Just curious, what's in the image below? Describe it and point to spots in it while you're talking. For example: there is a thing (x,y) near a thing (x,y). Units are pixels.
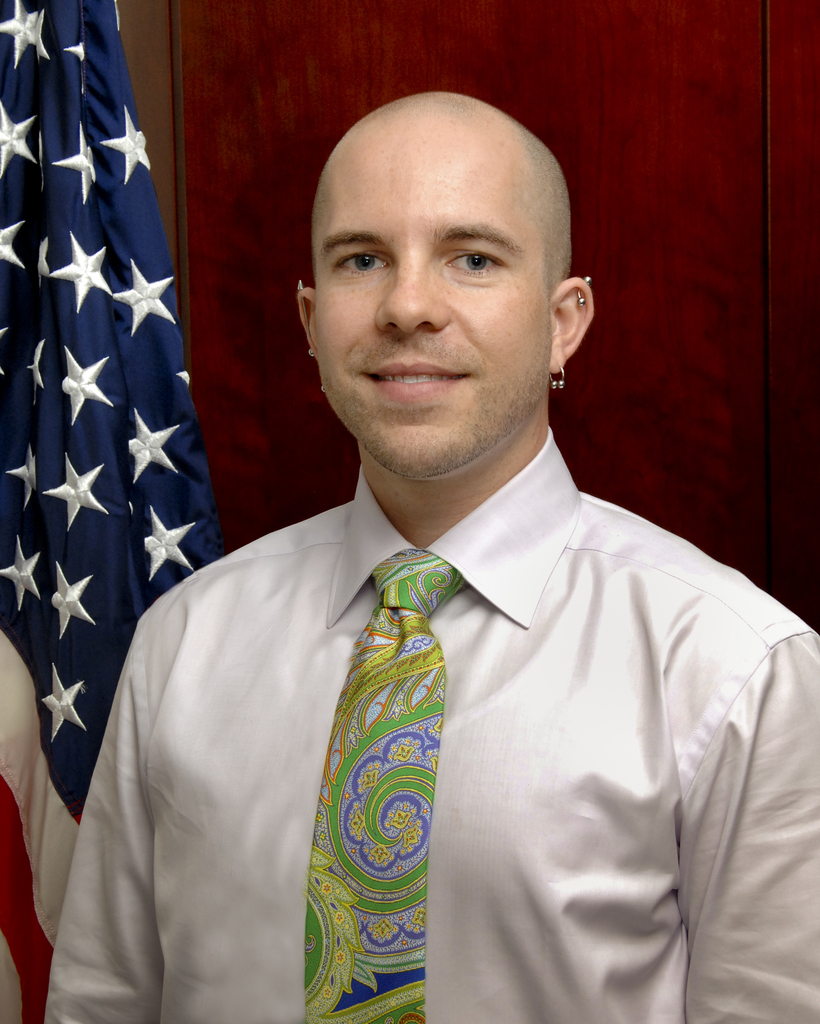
In this image I can see a person (425,427) wearing shirt (521,705) and tie (383,784) is smiling. In the background (618,208) I can see the red colored surface (586,124) and a flag (112,465) which is white, red and blue in color.
